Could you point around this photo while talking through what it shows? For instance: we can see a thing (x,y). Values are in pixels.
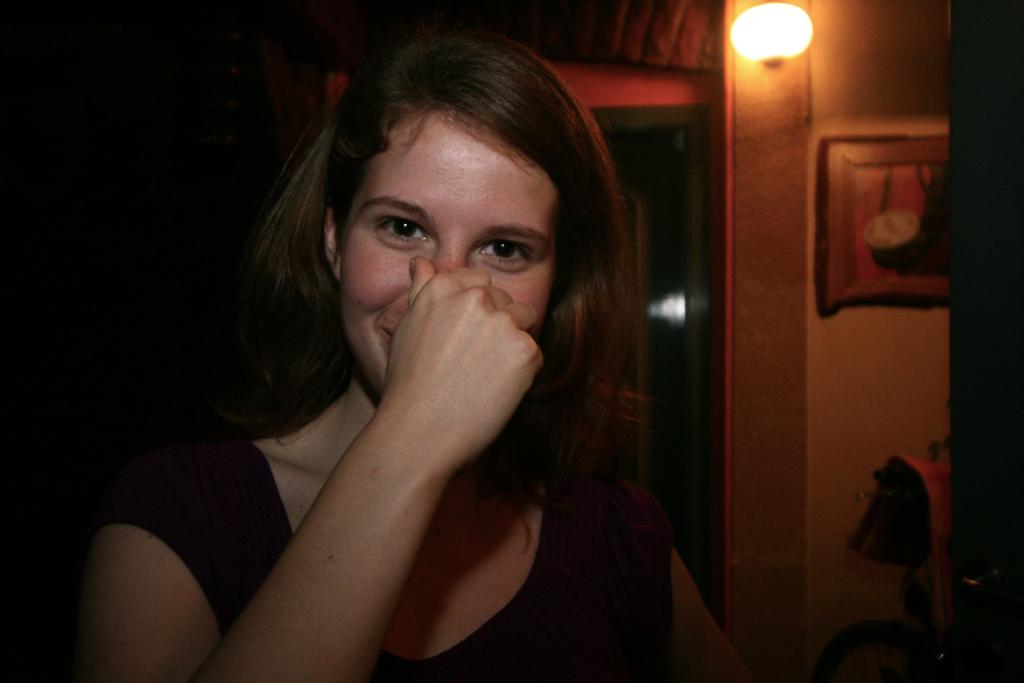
In this image, we can see a woman (422,458) touching her nose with her hand (443,367). In the background (106,198), we can see the dark view (164,353), wall (895,415), light (755,43), photo frame (878,185) and few objects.
